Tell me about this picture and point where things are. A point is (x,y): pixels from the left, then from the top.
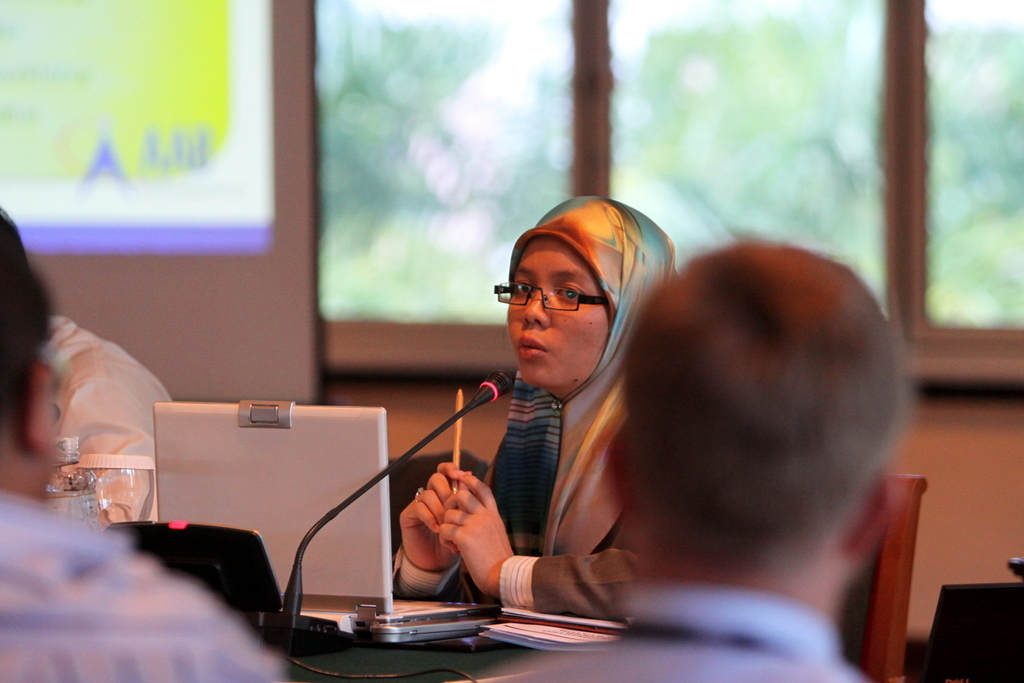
In this picture I can see a woman (543,543) in the middle (542,435), she is talking in the microphone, there is a laptop (438,625) on the table (448,663). At the bottom (787,475) I can see the two persons (37,587), in the top left hand side (205,124) it looks like a projector screen (199,147), in the background (760,193) there are glass windows (712,156).
